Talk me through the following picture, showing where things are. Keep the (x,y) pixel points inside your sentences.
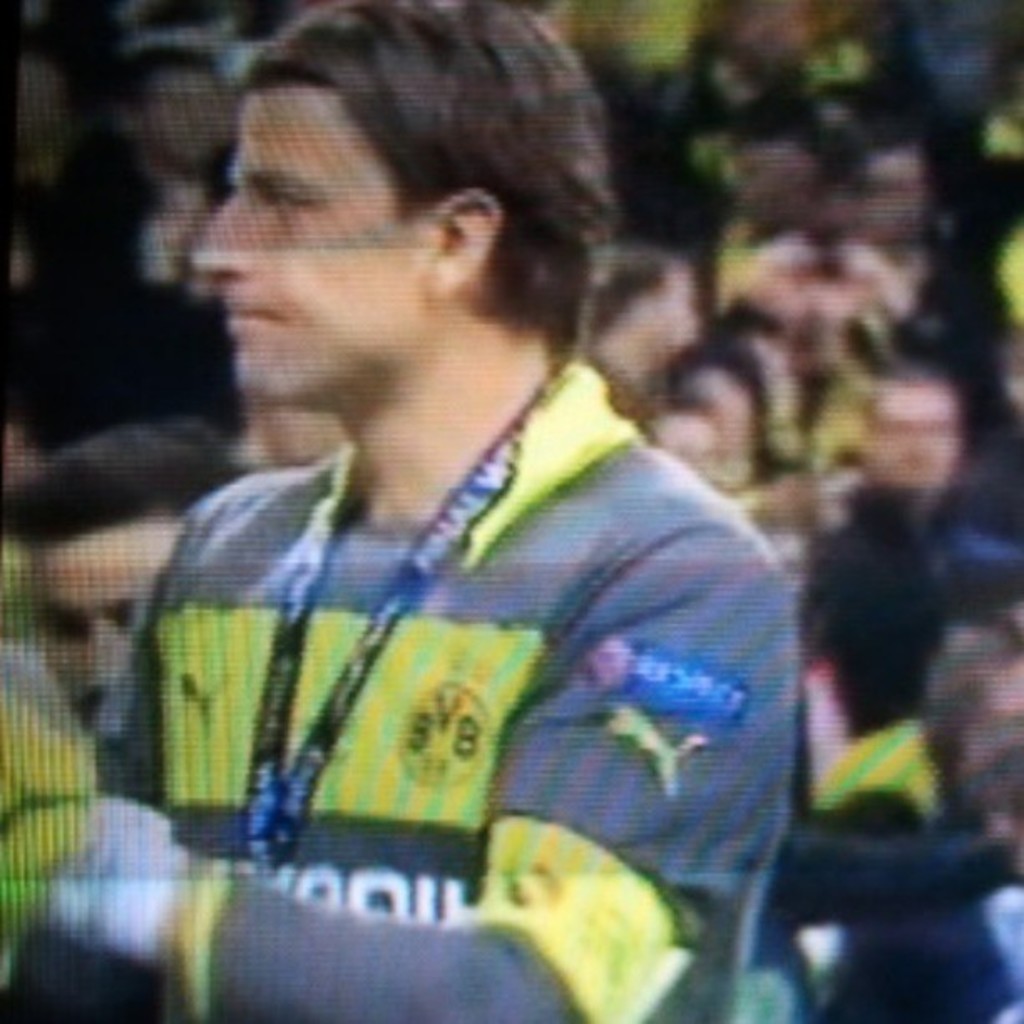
In this image there is a man (446,769) standing. He is wearing a tag (277,653) around his neck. Behind him there are many people (794,453). It seems like the picture is taken on the television (403,324).
